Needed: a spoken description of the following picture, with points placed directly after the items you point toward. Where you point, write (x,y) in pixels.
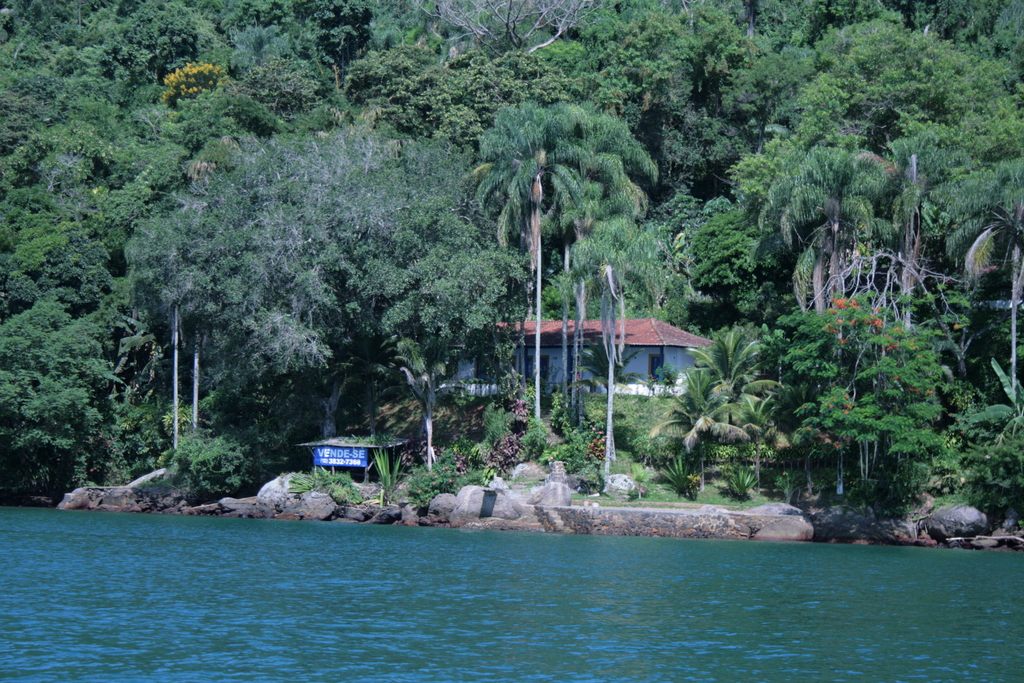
In this picture we can see the water (286,569), stones (451,502), banner (338,466), house (683,335) and trees (683,420).
